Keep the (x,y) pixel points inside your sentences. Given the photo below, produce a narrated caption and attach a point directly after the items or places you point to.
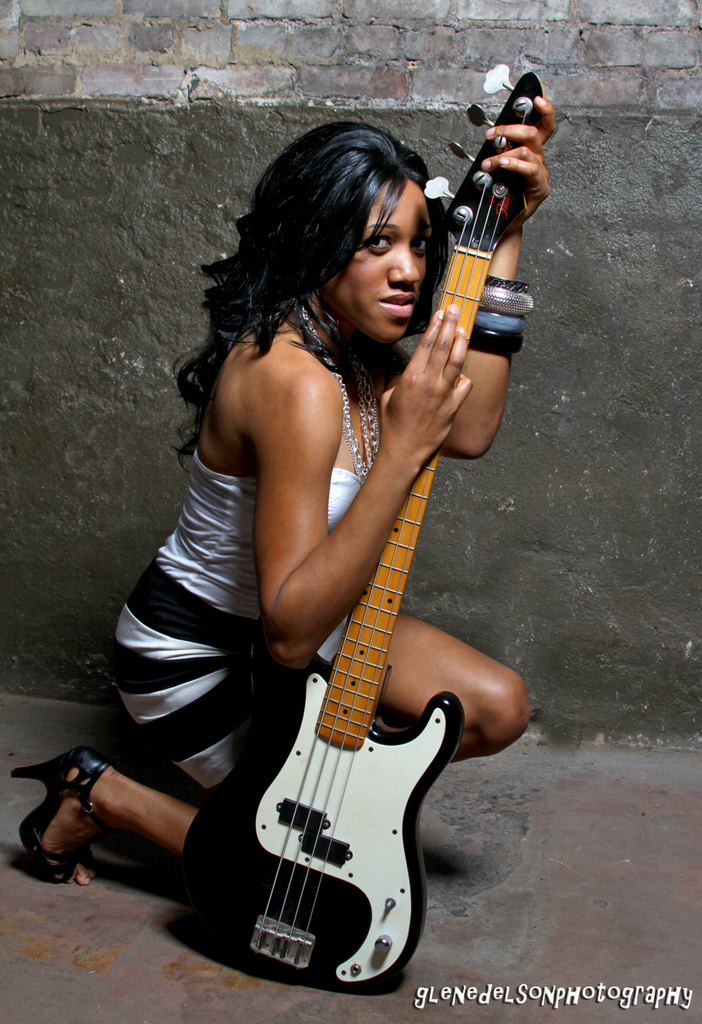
In the picture we can see a woman (302,497) sitting on a floor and holding a guitar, she is wearing a white dress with black slippers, in the background (119,274) there is a wall (56,277).
